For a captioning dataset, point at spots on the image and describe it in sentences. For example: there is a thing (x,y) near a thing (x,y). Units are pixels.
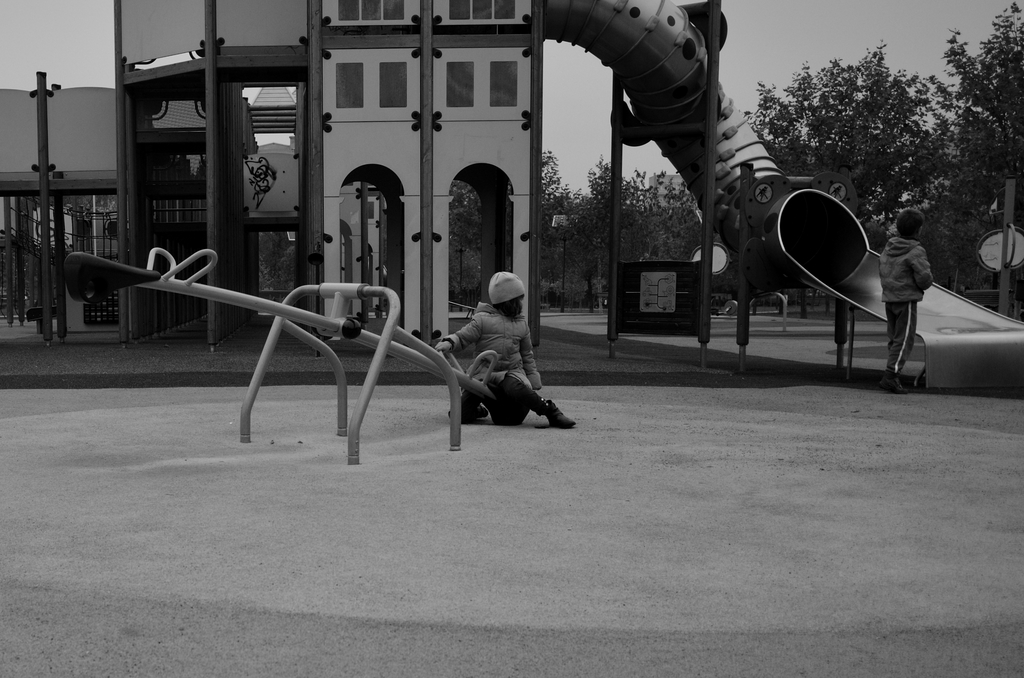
This is a black and white image. In the center of the image (496,367) there is a girl (468,333) on a ride (306,314). In the background of the image (37,234) there is a house (443,79). There are rides (738,149). There are trees (603,268). There is a boy (903,228) standing to the right side of the image (894,390). At the bottom of the image (469,572) there is floor (295,590).
